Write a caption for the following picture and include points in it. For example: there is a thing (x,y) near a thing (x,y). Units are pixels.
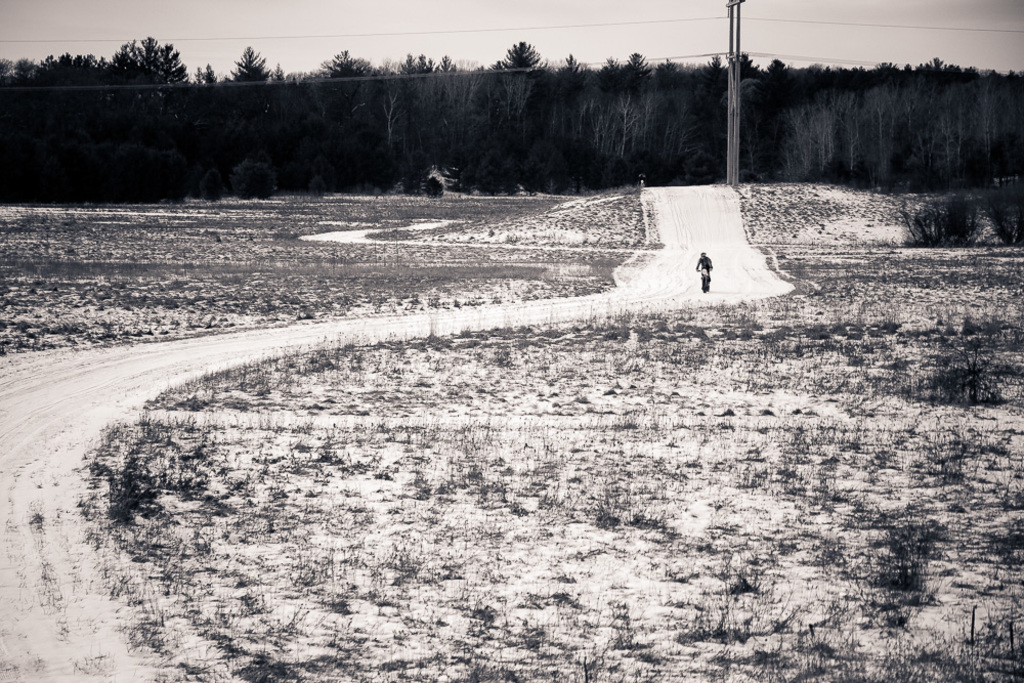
In this image we can see a person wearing helmet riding bicycle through the road (674,284), we can see snow (302,443), plants (313,366) and in the background of the image (532,188) there are some trees (704,123), electric pole (730,31), wires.
